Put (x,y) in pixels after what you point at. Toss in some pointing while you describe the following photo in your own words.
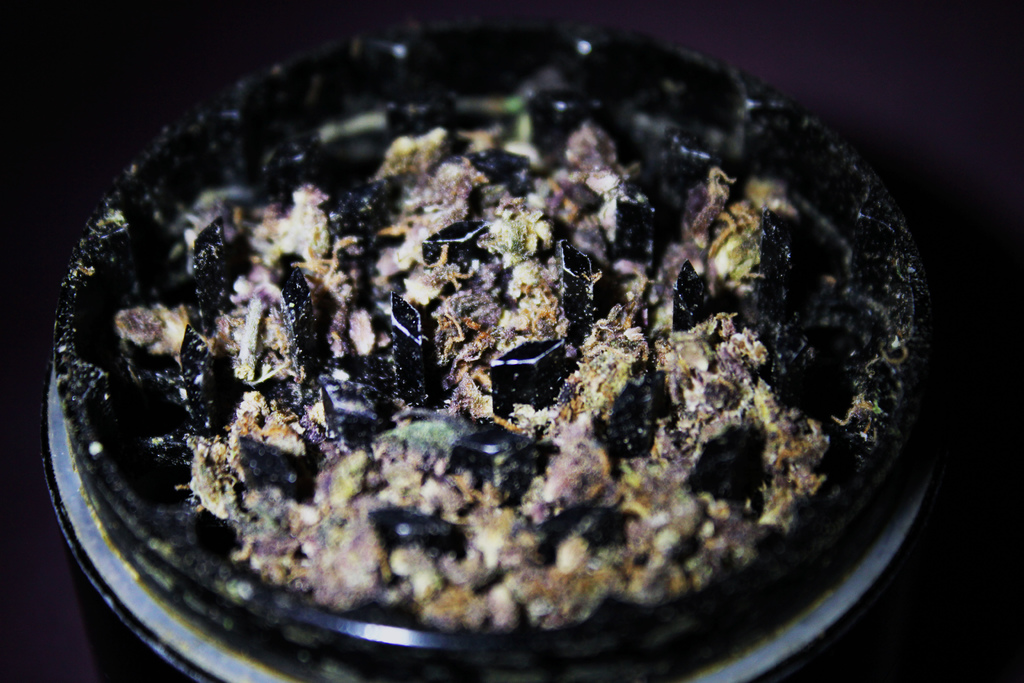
In this image we can see a grinder (521,457) with some ground herb (659,554) and the background is dark.
